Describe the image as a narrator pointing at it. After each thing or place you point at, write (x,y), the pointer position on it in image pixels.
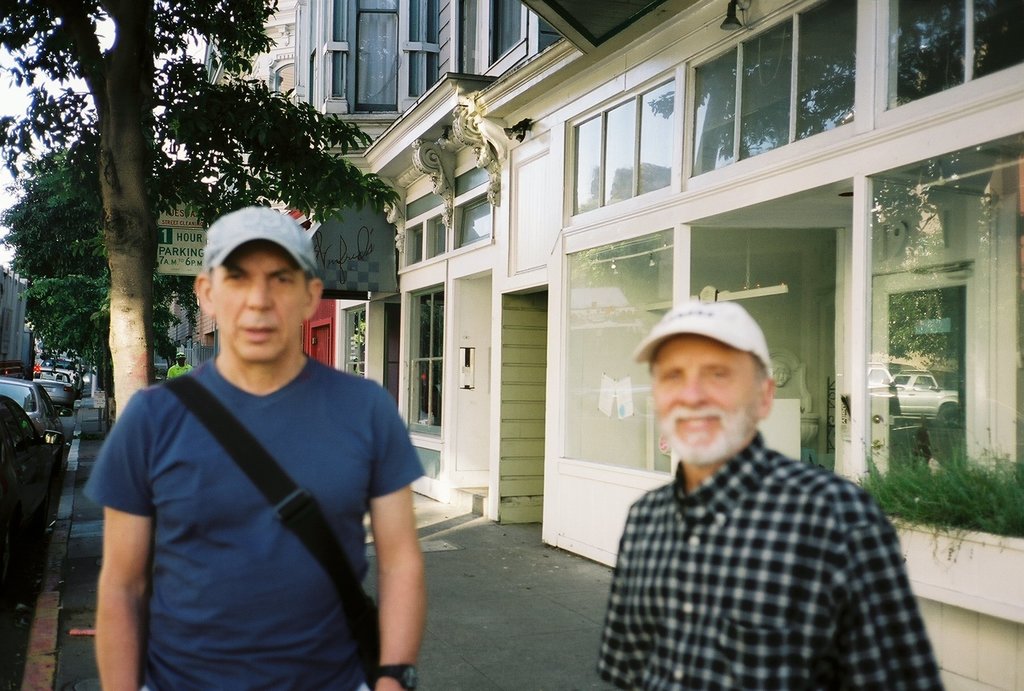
To the left side (10,492) on the road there are few cars (24,422). Beside the road (52,492) there is a footpath (82,549). To the left side (233,360) here is a man (312,435) with a blue t-shirt (332,422), black bag (227,431) and a cap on his head (244,270) is standing. Beside him there is another man (751,542) with black and white checks shirt (729,565) and a cap (710,325) on his head (738,330) is standing. Behind them there is a building (579,373) with glass windows (367,51), doors (944,330), stores (515,204) and trees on the footpath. And also there is a poster (179,231) to the tree (192,192).
